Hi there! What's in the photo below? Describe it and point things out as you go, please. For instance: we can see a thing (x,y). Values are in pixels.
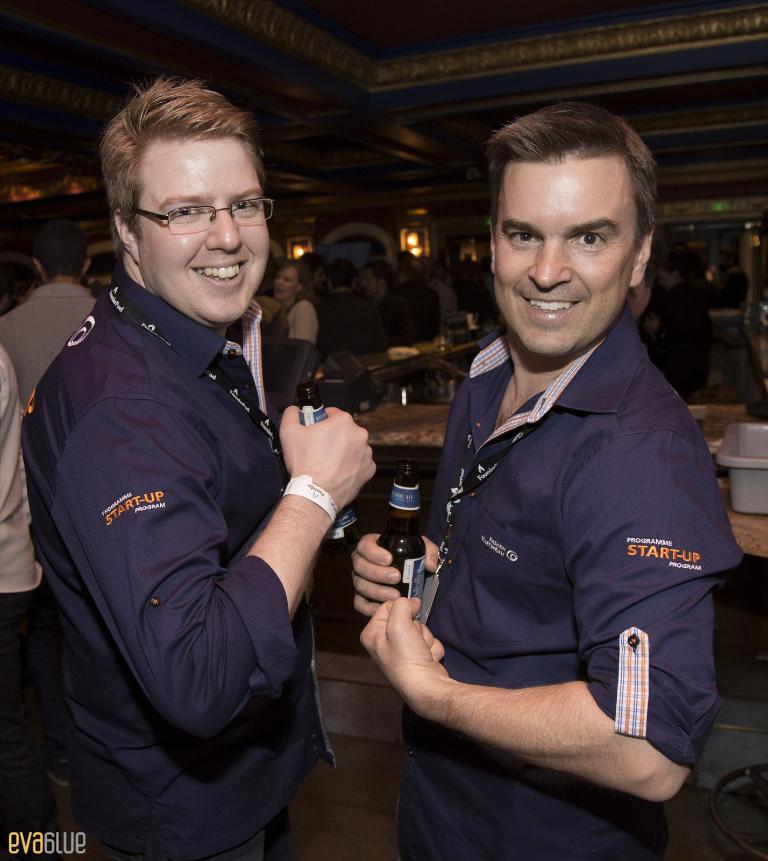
On the background (325,282) we can see group of people (451,291). these are lights (295,244). Here we can see two men (275,752) standing in a bar (438,244), holding beer bottles (402,523) in their hands (427,560). They both hold smile (545,314) on their faces (507,261).
